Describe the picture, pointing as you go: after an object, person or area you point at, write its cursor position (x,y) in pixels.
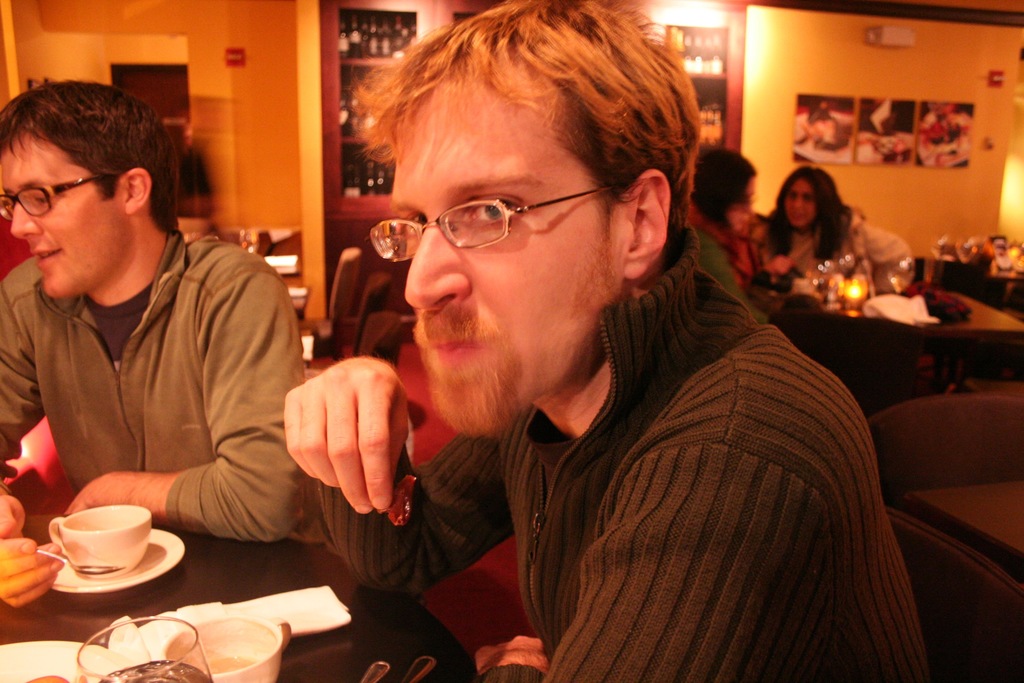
These four persons (469,248) are sitting and these two persons (71,178) are wear glasses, this person (383,531) holding food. We can see tables (322,582) and chairs (360,323), on the table (191,599) we can see cups (145,533), saucer (159,540), spoons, glass (137,655) and objects (911,292). On the background (915,67) we can see wall (252,38), bottles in the cupboard (703,132), posters (943,148).
